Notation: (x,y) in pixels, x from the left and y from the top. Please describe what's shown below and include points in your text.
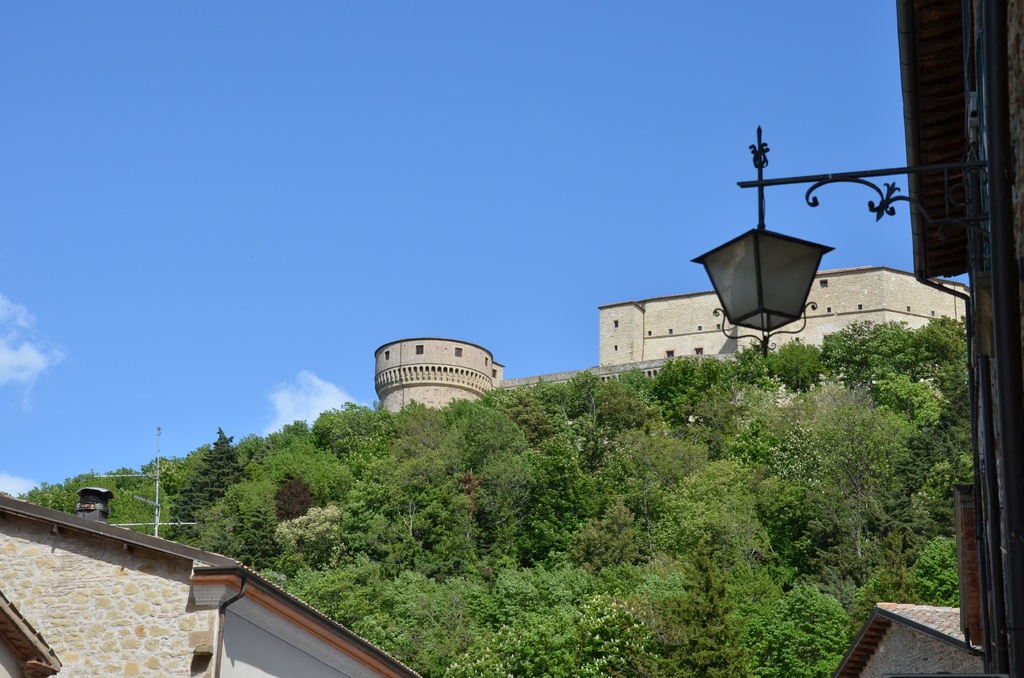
In this image I can see there is a building (225,564). And there is a light (755,235) which is attached to stand (963,167). And there are trees (966,468) and a sky (424,223).
